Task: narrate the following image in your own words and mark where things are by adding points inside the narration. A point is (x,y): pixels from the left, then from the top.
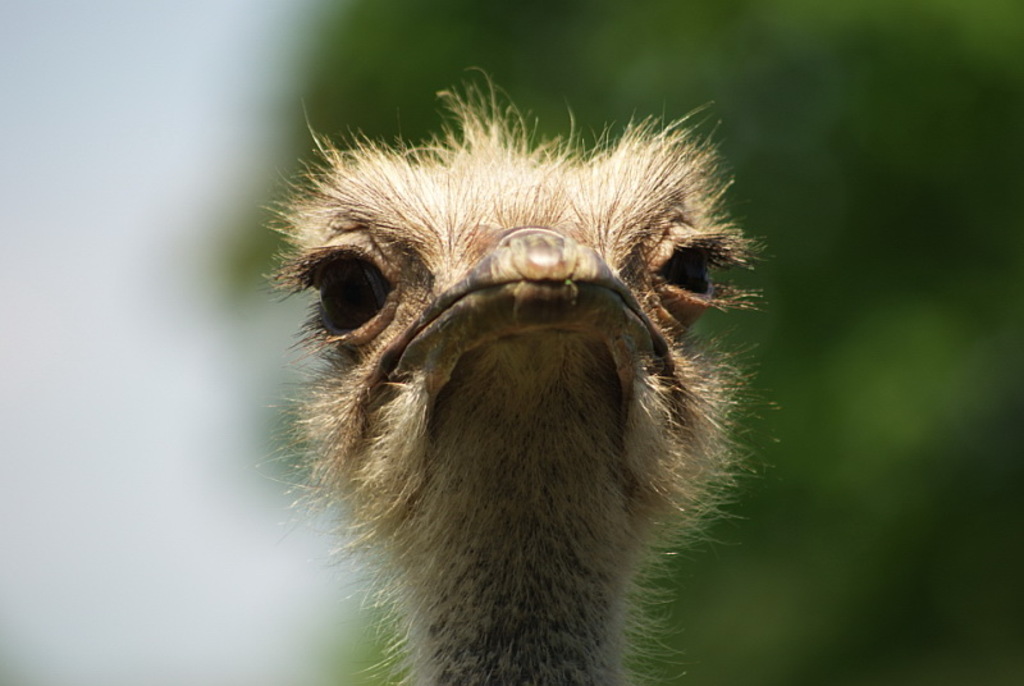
In this picture we can see the head (438,352) of a bird (607,328) and in the background (777,256) it is blurry.
